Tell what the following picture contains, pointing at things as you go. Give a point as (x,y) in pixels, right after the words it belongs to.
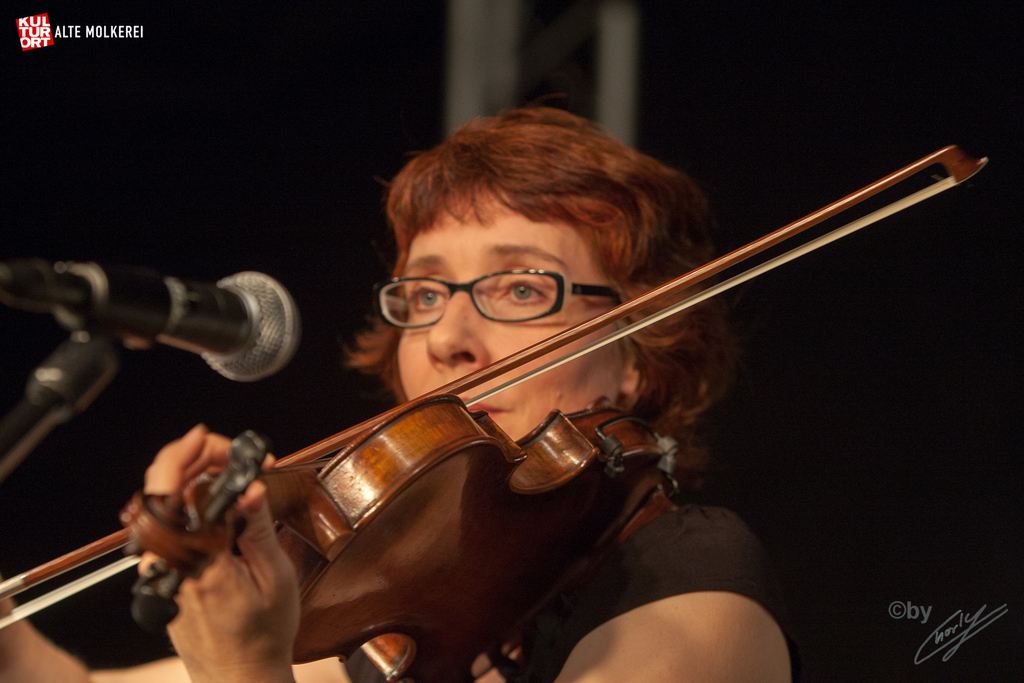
In this image, In the middle (678,354) there is a woman (678,354) she is standing and holding a music instrument (434,516) which is in brown color, There is a microphone (167,342) which is in black color she is playing the instrument (449,411).
